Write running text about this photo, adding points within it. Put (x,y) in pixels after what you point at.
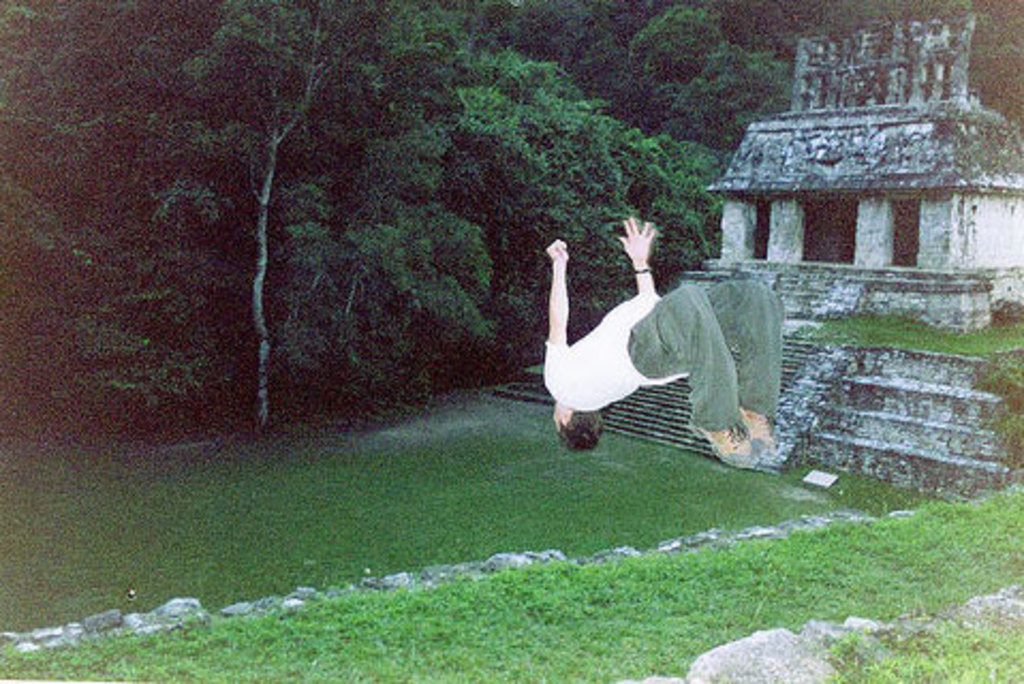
In this image I can see the person (615,363) wearing the white and green color dress (677,346). I can see the person (703,346) is in the air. In the background (926,247) I can see the building (862,226) and many trees (301,233).
